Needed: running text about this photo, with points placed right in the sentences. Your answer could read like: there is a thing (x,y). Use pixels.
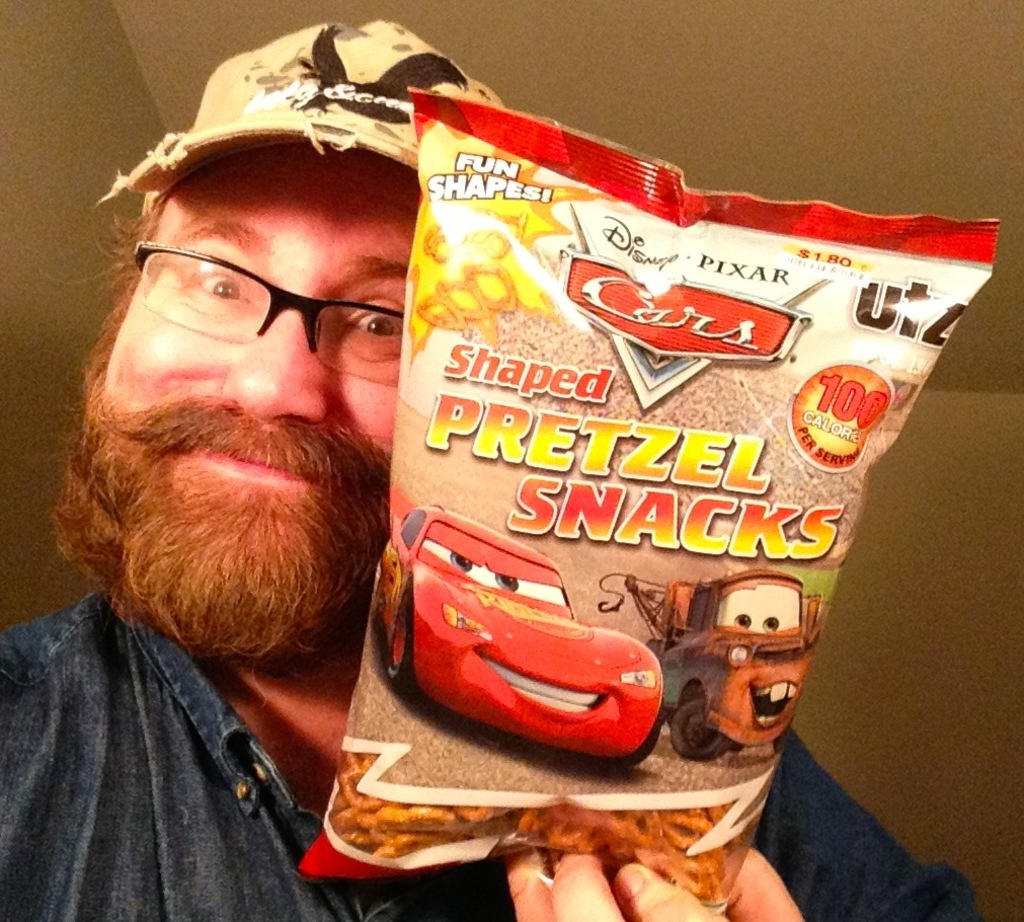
In this image we can see one person (265,646) holding an object (702,396), we can see the wall (823,171).
